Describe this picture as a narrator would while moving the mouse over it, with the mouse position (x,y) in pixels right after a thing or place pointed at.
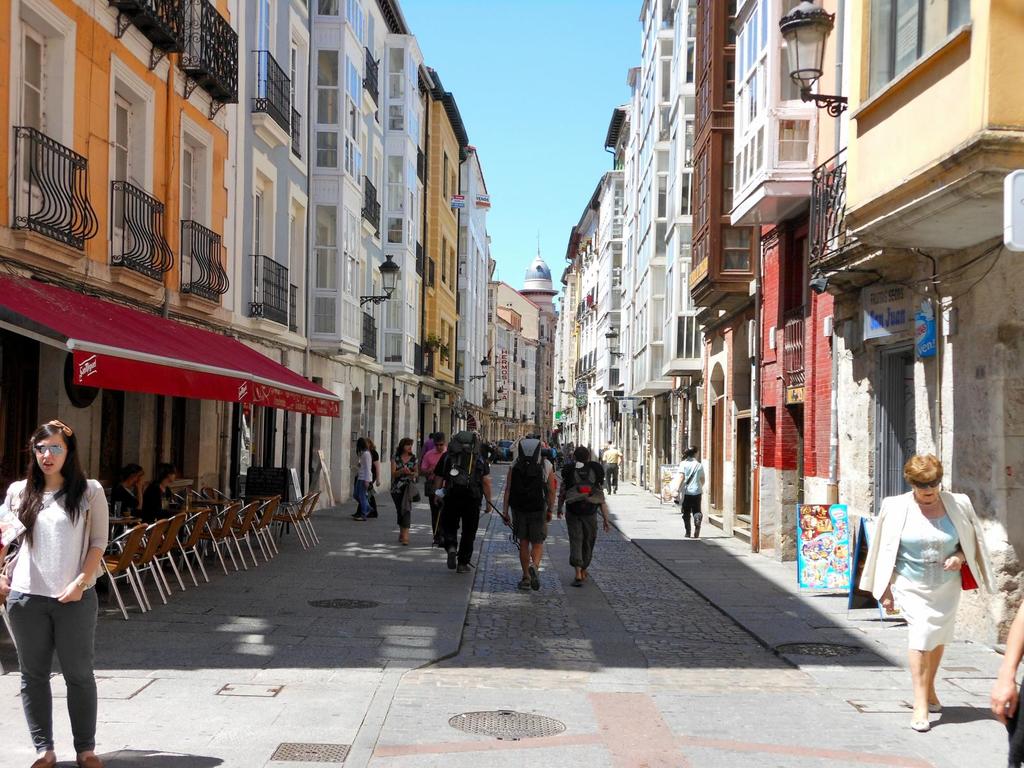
In this image I can see some people (527,518). I can see the buildings (490,284). On the left side (254,515) I can see the chairs (189,543).
